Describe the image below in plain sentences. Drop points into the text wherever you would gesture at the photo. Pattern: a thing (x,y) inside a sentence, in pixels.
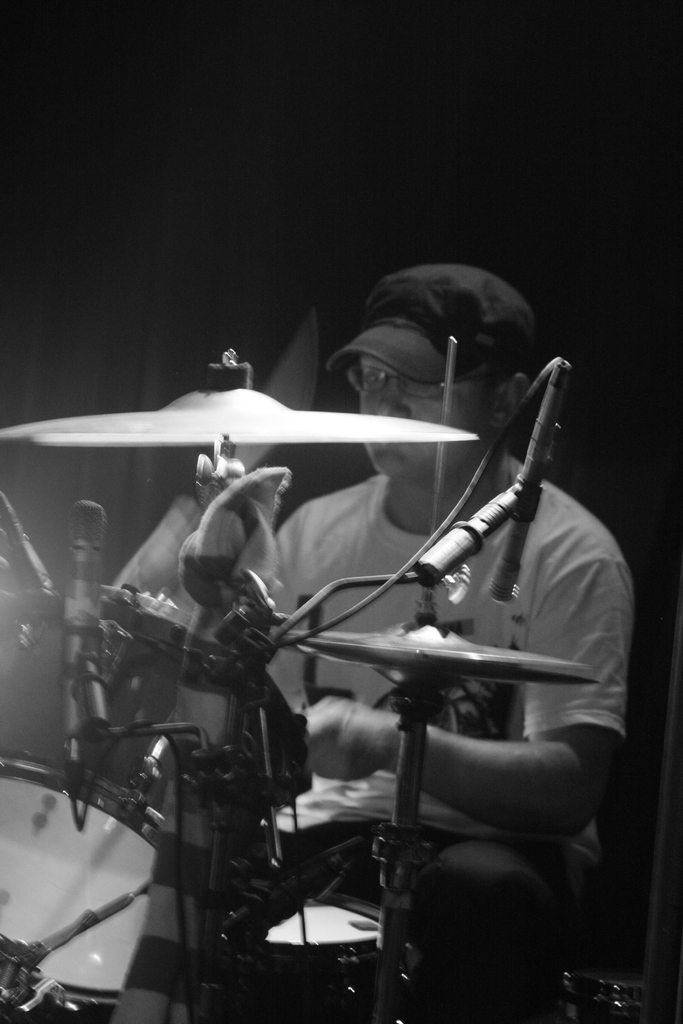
In this picture I can see a man (459,733) seated and playing drums (37,883) and I can see a cap (463,322) on his head (391,373) and I can see dark background (481,31).
